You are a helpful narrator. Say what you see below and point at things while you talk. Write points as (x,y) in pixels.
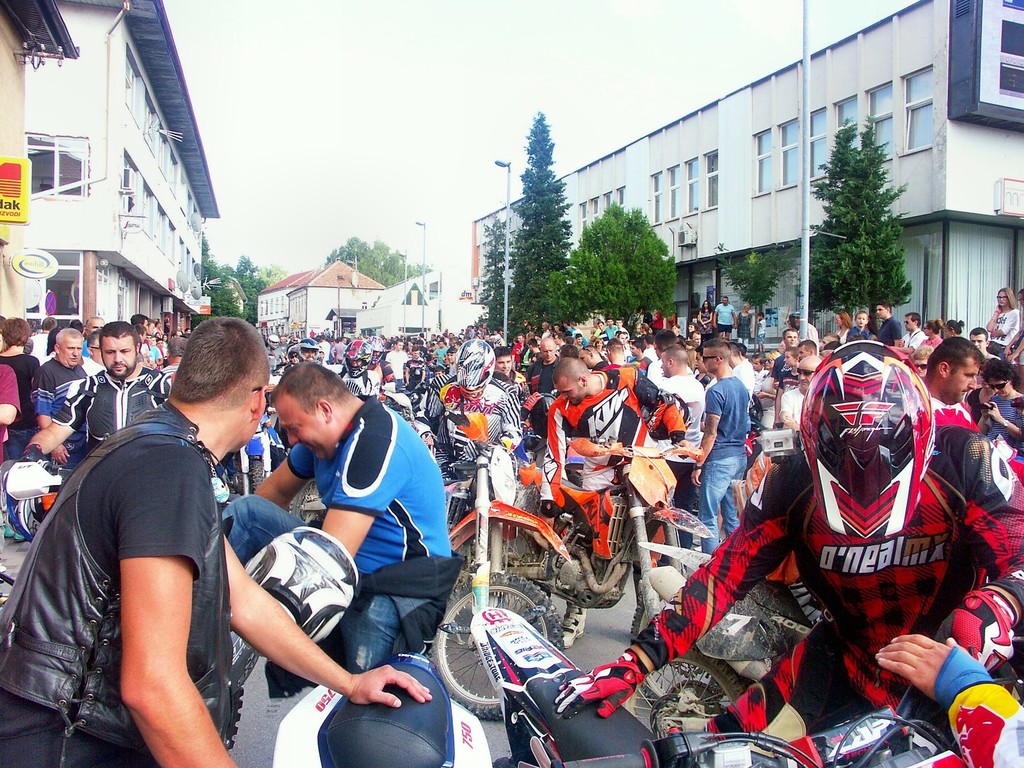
In the image there are many men (907,623) with motorcycles (460,757) on the road (603,625) with all riding gears (292,556), it seems to be a moto rally, there are buildings (305,289) on either side with trees (784,266) in front of it and above its sky (415,47).
